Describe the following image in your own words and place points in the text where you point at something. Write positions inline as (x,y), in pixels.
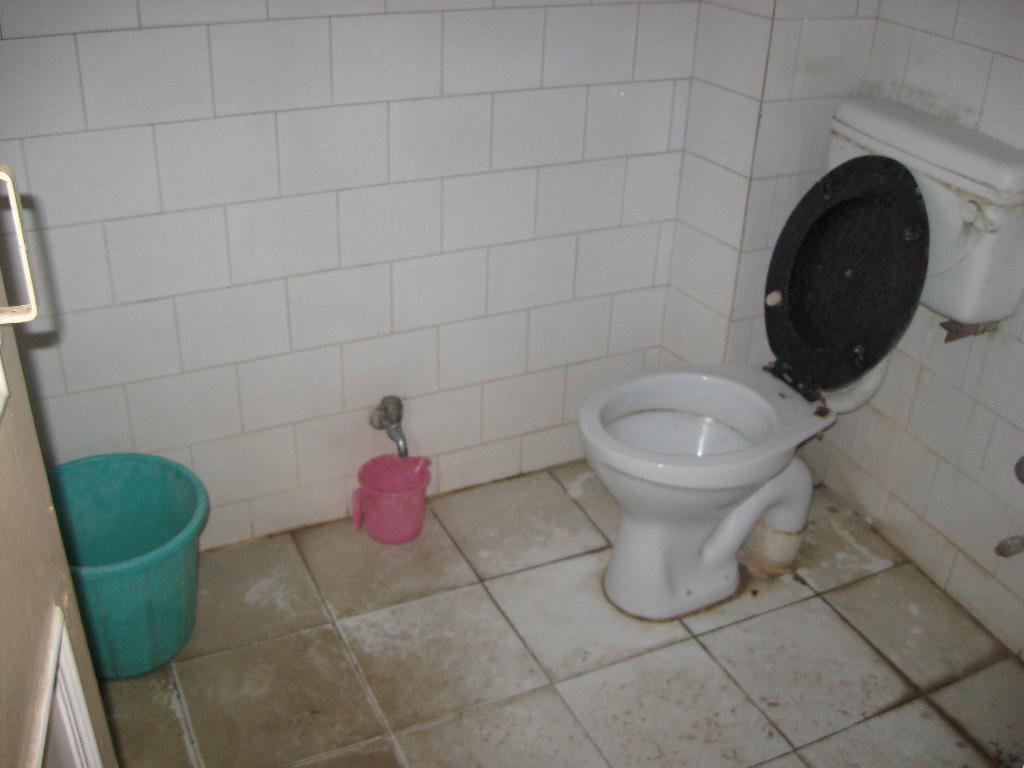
In this image, at the right side (726,534) there is a white color western toilet (781,483), there is a white color flush box (953,156), there is a pink color plastic bath jug (393,504) kept on the floor (384,545), at the left side (131,584) there is a bucket (135,549) and there is a door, at the background (172,331) there is a white color wall (360,147).
